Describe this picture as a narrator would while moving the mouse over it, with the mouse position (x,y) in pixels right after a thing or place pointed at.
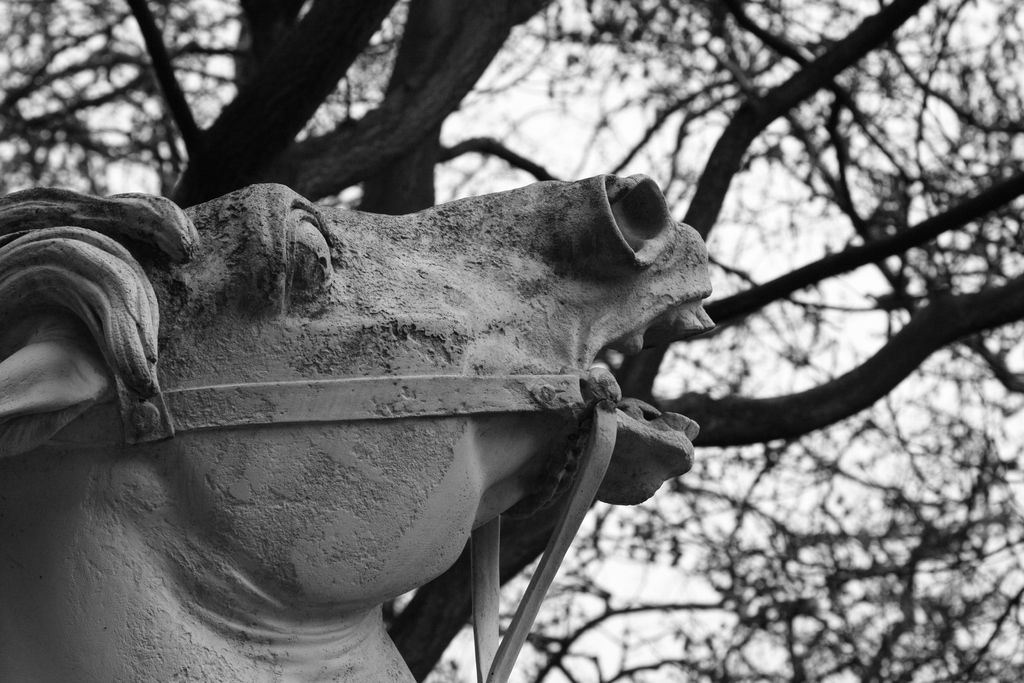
In this image, at the left side (329,420) there is a statue (206,427) of a horse (134,566), at the background (707,443) there are some trees (751,411) and there is a sky (947,76).
